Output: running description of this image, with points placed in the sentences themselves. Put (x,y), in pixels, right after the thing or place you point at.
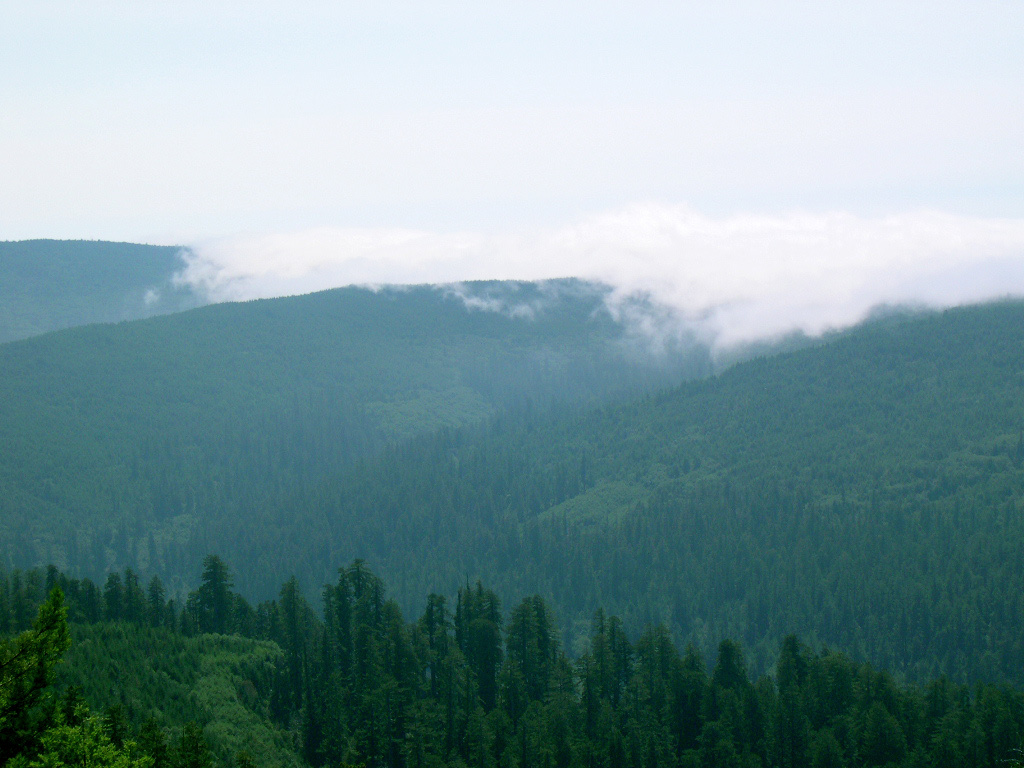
In this picture I can see trees (409,640) and hills (480,337) and I can see fog (629,266).
